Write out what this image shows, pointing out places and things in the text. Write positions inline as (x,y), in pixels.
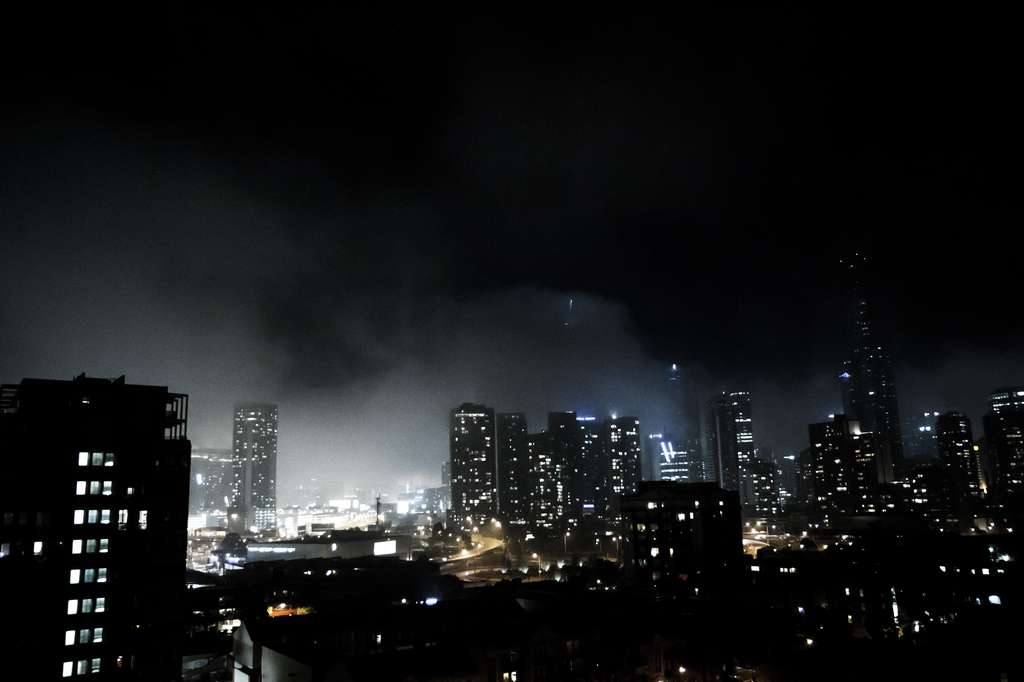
in this image we can see a group of buildings (166,545), lights (392,550). In the background (488,340), we can see the sky (383,363).
